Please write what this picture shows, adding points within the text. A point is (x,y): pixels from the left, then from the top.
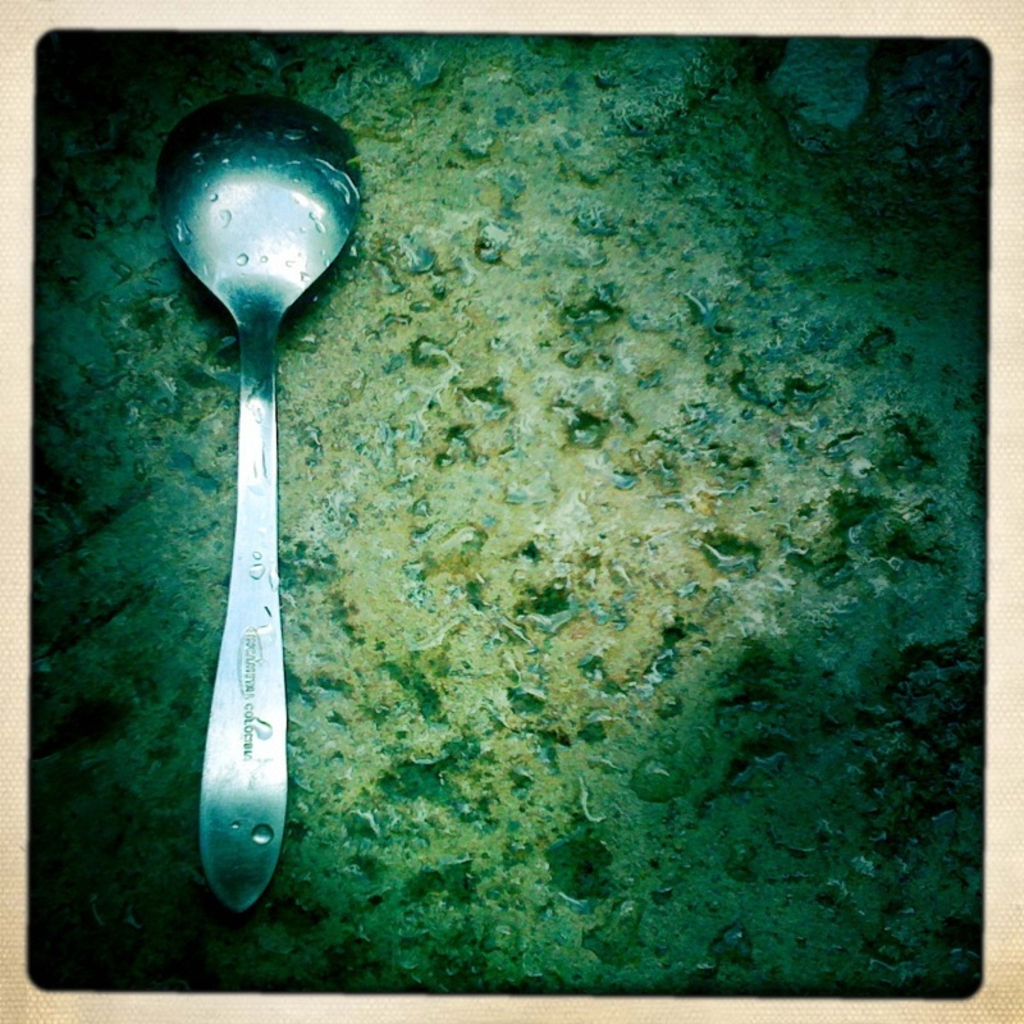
In this picture we can see some text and water droplets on a spoon (193,267). There are a few water droplets (573,872) on a surface (187,733). We can see cream borders (1019,998) on the image.
